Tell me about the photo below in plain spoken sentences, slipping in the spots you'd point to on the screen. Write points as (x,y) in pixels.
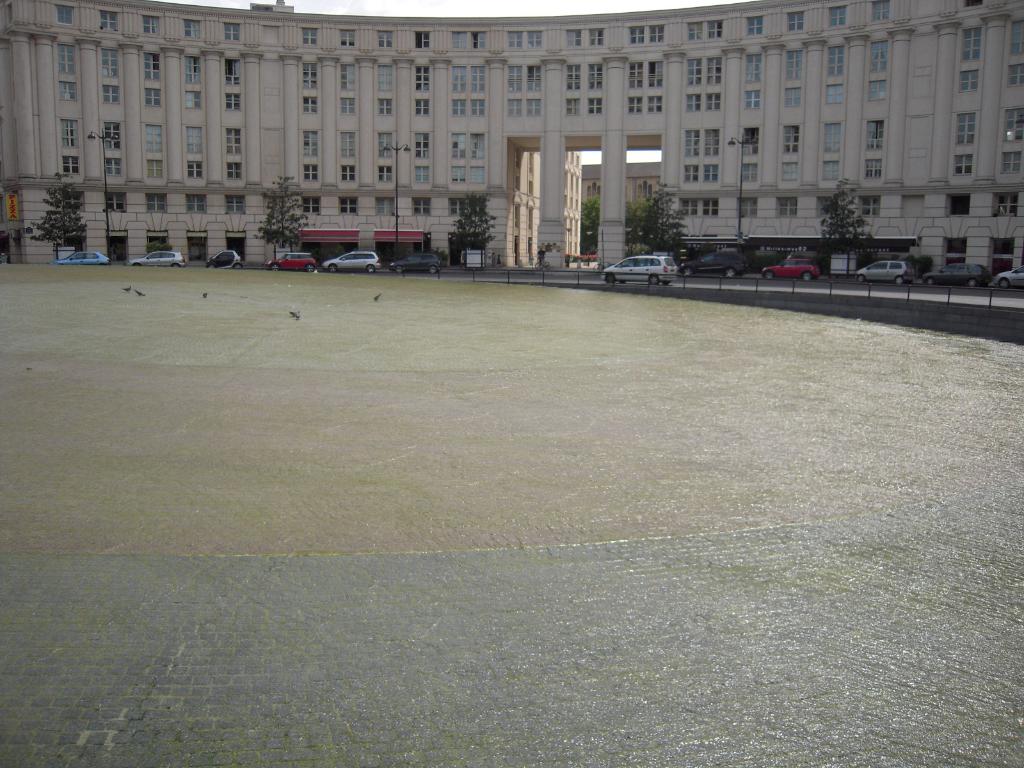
In this image we can see a building (410,116), in front of it there are some cars (363,266), trees (55,216), and there is a fencing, we can see a ground (475,471), there are some birds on it, also we can see a board (12,202) with some text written on it, there are some street light poles (106,215), we can also see the sky (453,12).
